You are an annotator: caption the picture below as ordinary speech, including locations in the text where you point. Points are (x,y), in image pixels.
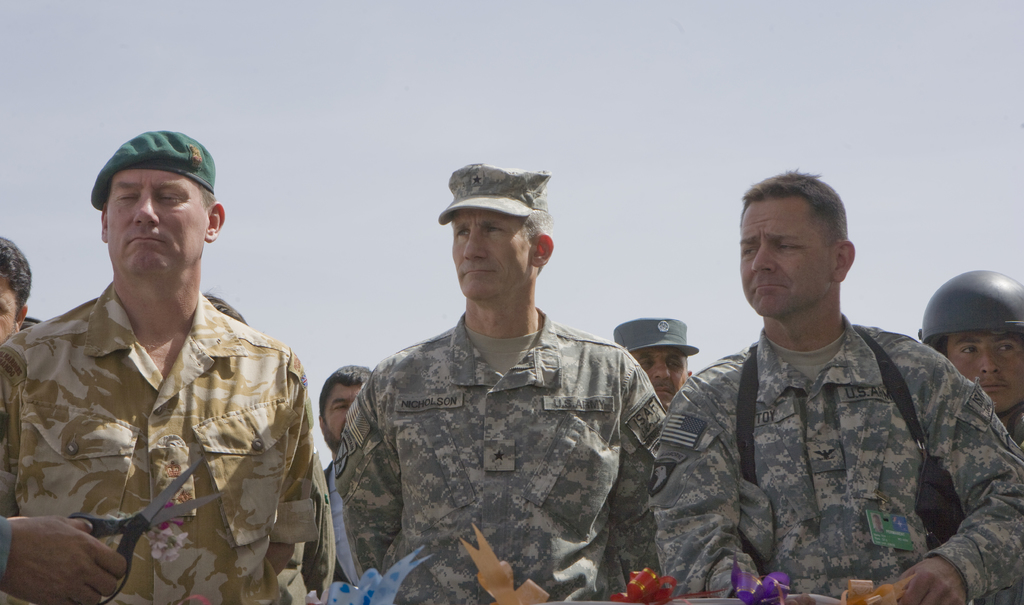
There are people (516,199) standing in the foreground area of the image (639,415) and a person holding a scissors (97,517) and ribbons (399,580) at the bottom side (108,528) and the background (359,163) is white.
